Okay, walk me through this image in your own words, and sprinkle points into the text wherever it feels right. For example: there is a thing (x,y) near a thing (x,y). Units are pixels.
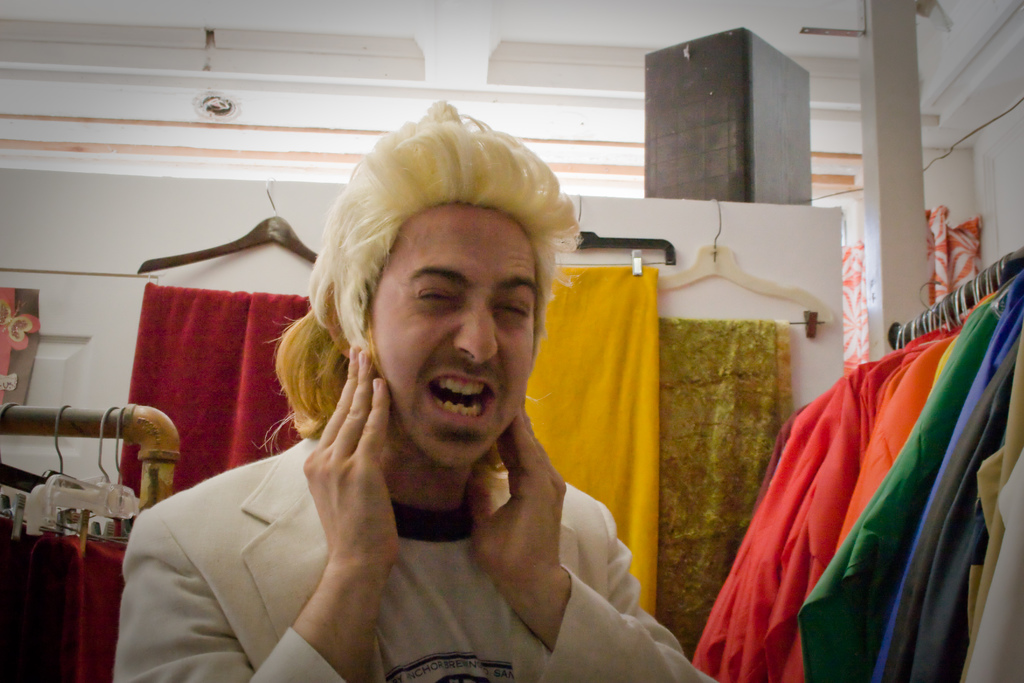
In the center of the image (418,304), we can see a person (374,439) wearing costume (464,190) and in the background (168,319), there are clothes (694,378) hanging and there is a box (723,109) and we can see a curtain (963,247) and some rods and a wall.
